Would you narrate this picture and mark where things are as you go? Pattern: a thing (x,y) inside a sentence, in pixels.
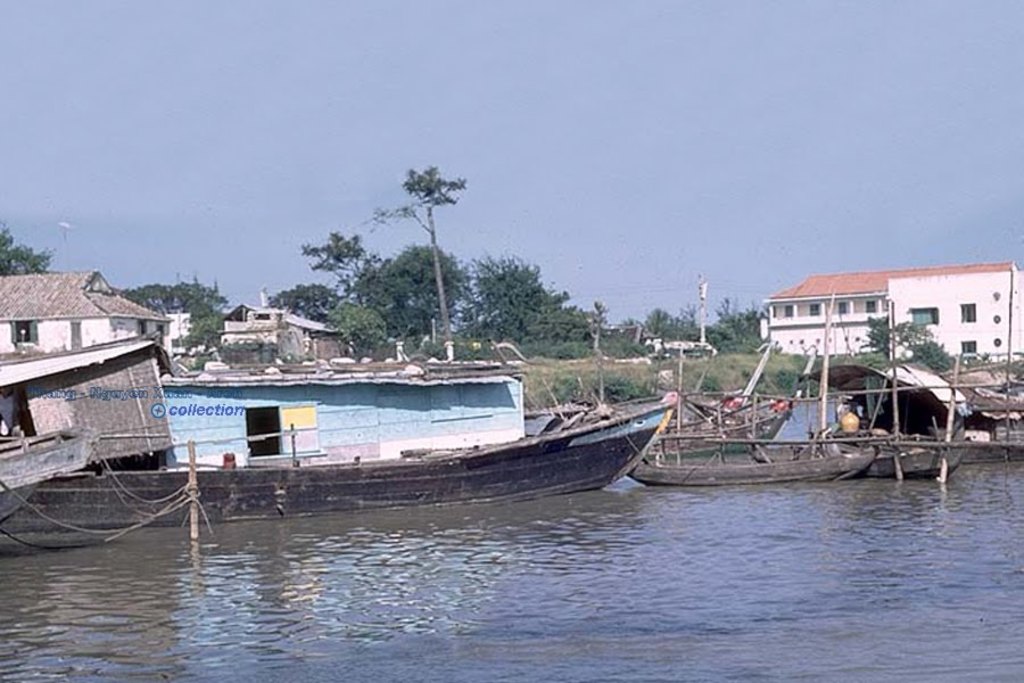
Here we can see boats (1000,450) on the water (398,530). Background (252,257) we can see houses (242,324), trees (179,302) and sky (240,269).
